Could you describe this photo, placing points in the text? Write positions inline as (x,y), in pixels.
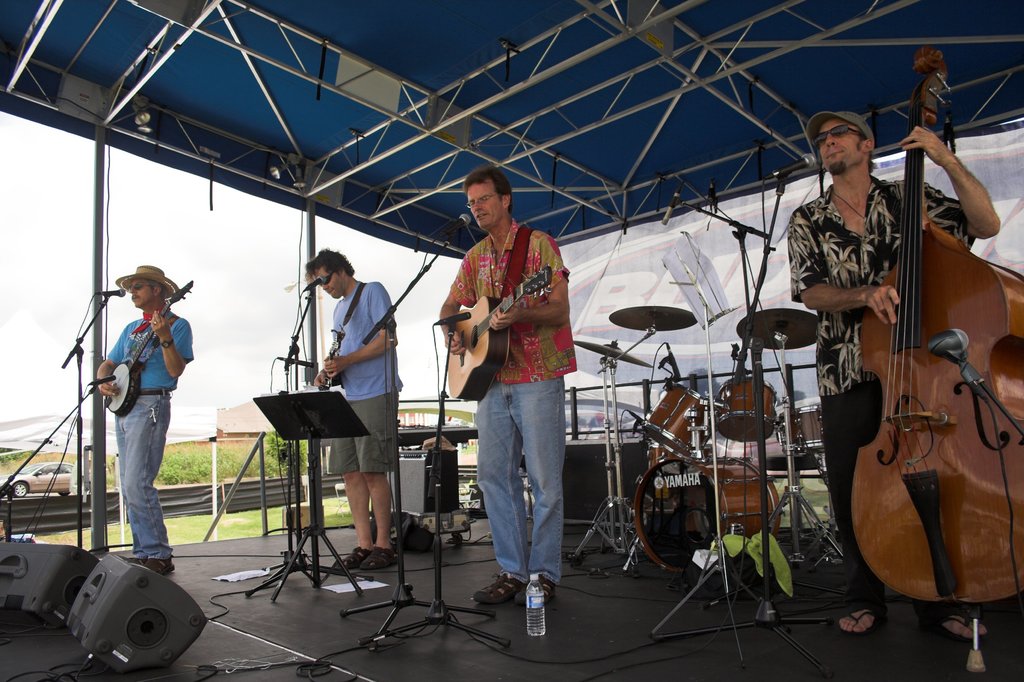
In the picture we can see a four men (541,234) standing and giving a musical performance, two men (563,388) are holding a guitars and two men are playing a musical instruments (944,288) different from guitars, and two people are standing near microphone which is on the stand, in the background (724,437) we can see a orchestra drums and curtain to the shed (850,7), in the background (381,274) we can also see trees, plants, grass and car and sky (20,146).
